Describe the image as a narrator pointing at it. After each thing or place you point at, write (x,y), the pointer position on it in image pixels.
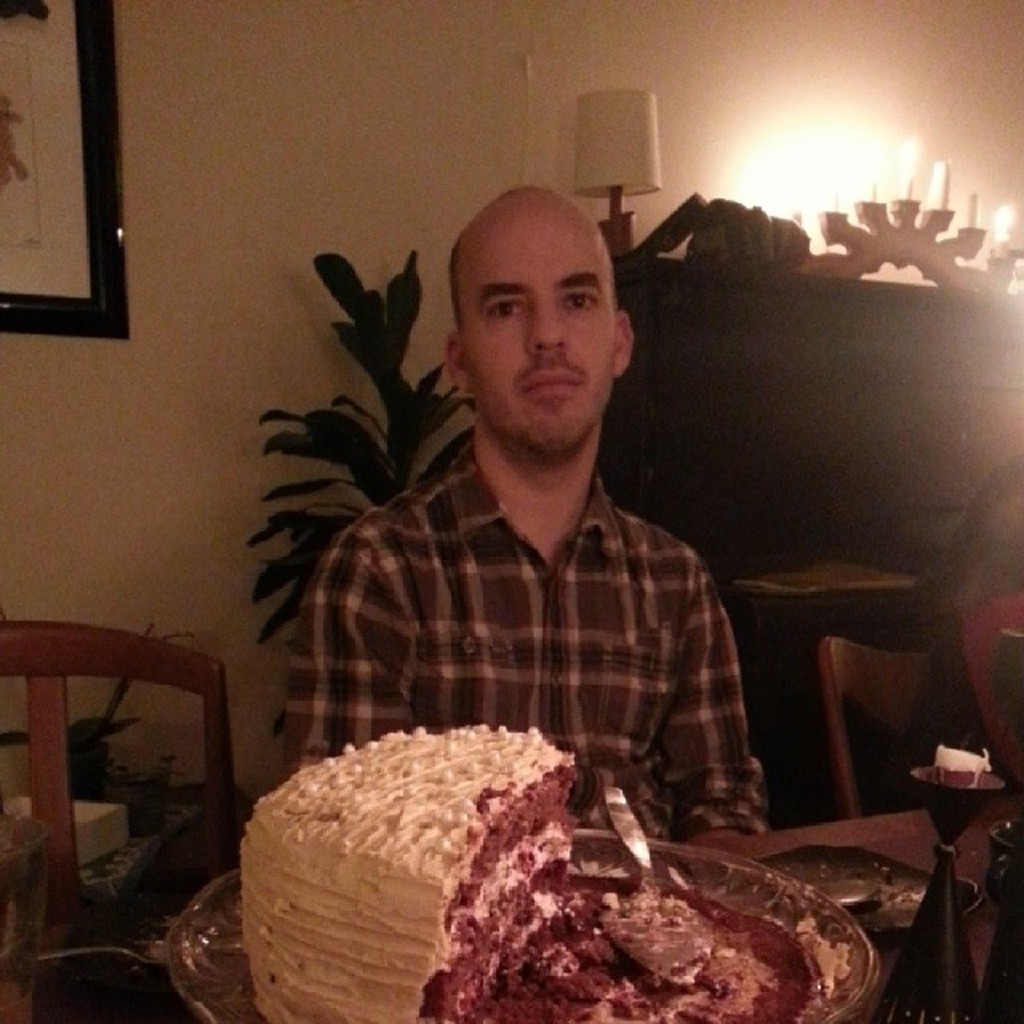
In the picture we can see a man (577,719) sitting near the table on it, we can see a cake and in the background (970,133), we can see a house plant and a wall (147,506) with some photo frame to it.
